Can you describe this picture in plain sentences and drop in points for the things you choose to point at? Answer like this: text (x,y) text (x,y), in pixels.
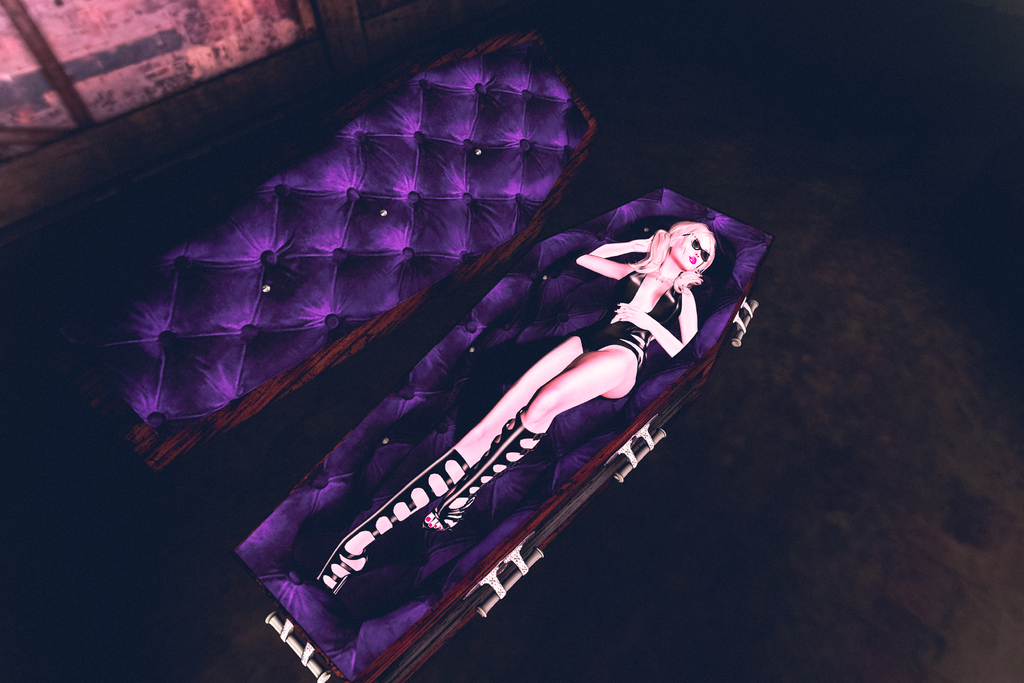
This is a graphic image, there is a woman (493,469) in black dress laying inside a coffin (574,455).
